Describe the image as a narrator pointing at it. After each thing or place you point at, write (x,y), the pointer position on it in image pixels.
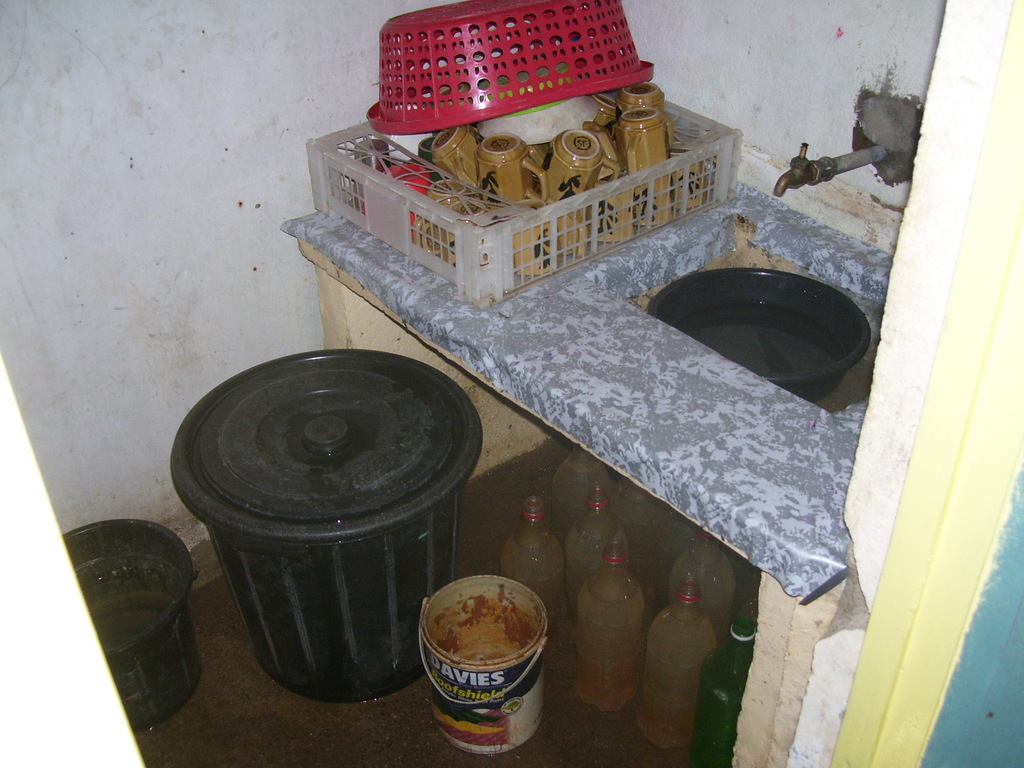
In this picture there are few cups (551,154) placed in an object (548,156) and there is a wash basin (765,297) beside it which has a black tub (772,319) placed in it and there is a black plastic box (291,613), a bucket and some other objects (484,606) beside it.
